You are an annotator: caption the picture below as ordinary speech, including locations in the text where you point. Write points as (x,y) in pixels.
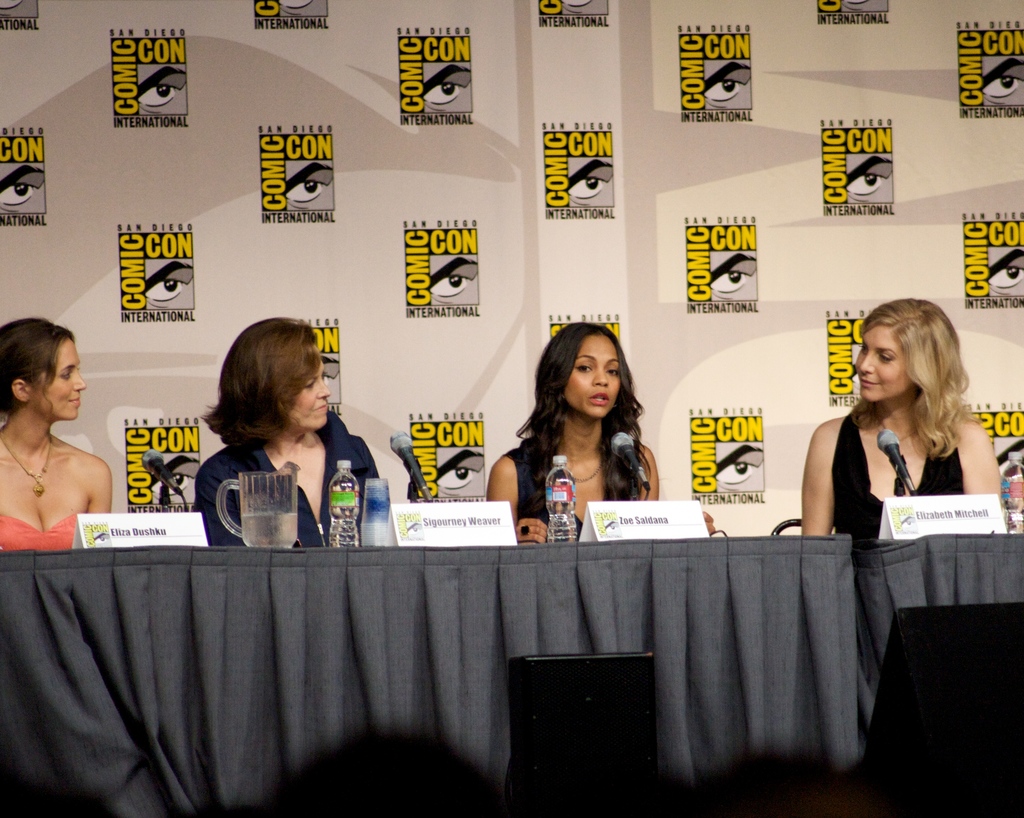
This picture is clicked in the conference hall (347,455). In this picture, we see four women (99,460) sitting on the chairs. The woman (640,432) in the black dress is talking on the microphone (629,458). In front of them, we see a table (644,601) which is covered with black color cloth (417,620). On the table (291,556), we see water bottle (335,535), jar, glass (362,521), name boards (83,542) and microphone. Behind them, we see a white color banner (439,271).
